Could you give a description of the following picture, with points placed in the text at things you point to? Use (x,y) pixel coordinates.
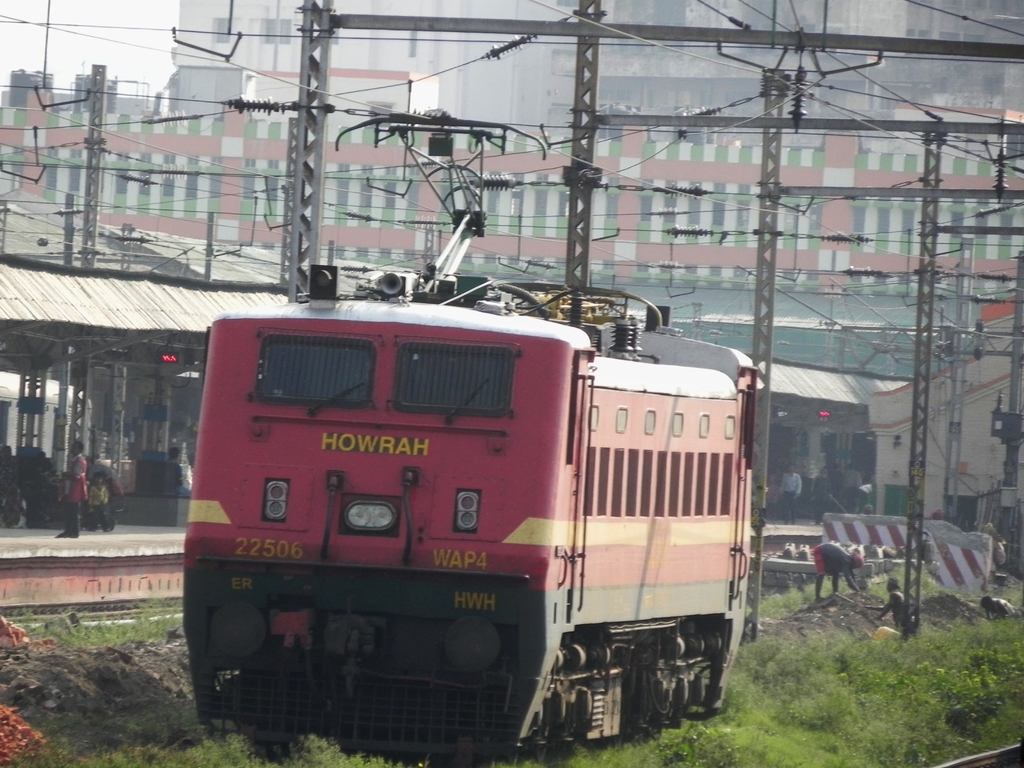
This is a train (573,503), this is a building (696,150), these are poles (934,275), this is a person (11,496).
